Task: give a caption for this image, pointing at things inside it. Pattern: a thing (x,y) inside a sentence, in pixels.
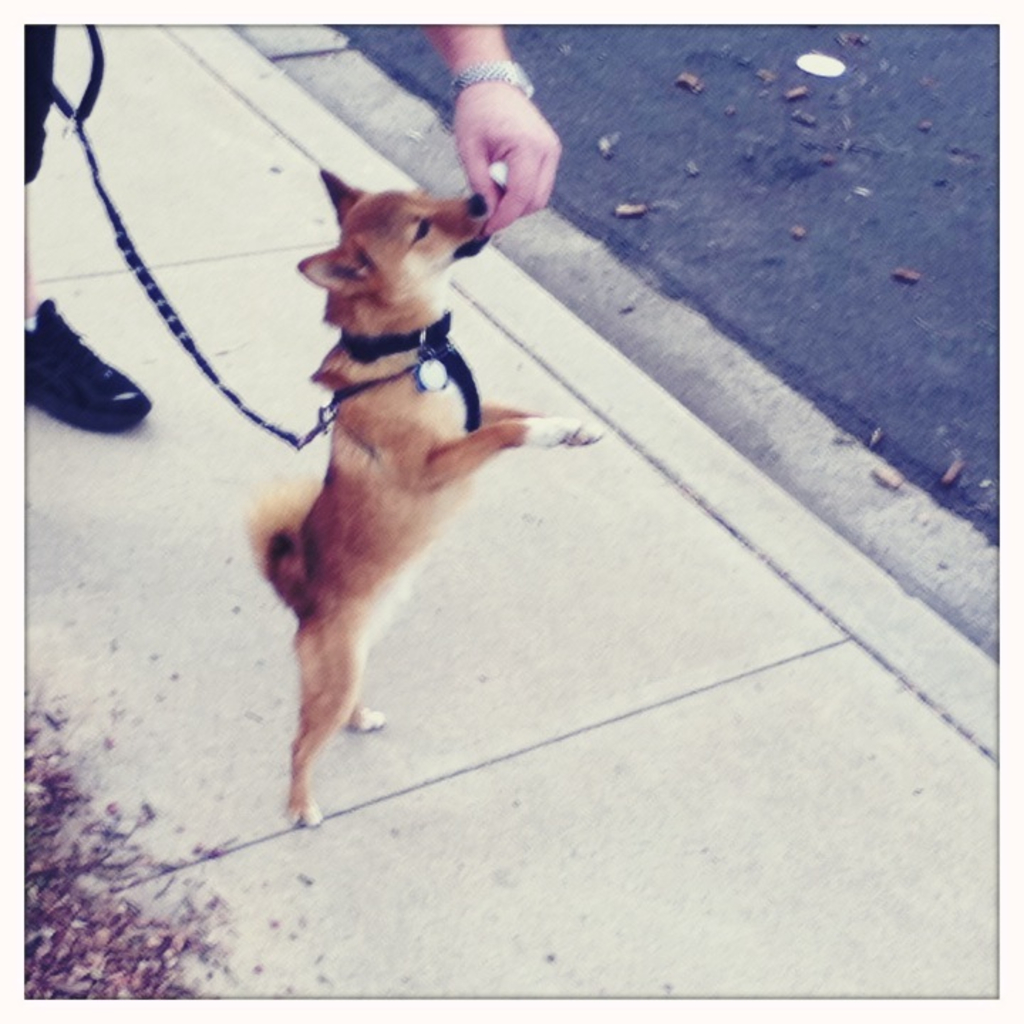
In this image we can see a dog (397,381) on the pavement (512,638). We can see collar (414,337) around the neck (366,361) of the dog (372,373). We can see a human leg (78,354) and a hand (475,45) at the top of the image (463,69). It seems like road (789,125) in the right top of the image (859,250). There is a dry grass (86,898) in the left bottom of the image (56,935).
